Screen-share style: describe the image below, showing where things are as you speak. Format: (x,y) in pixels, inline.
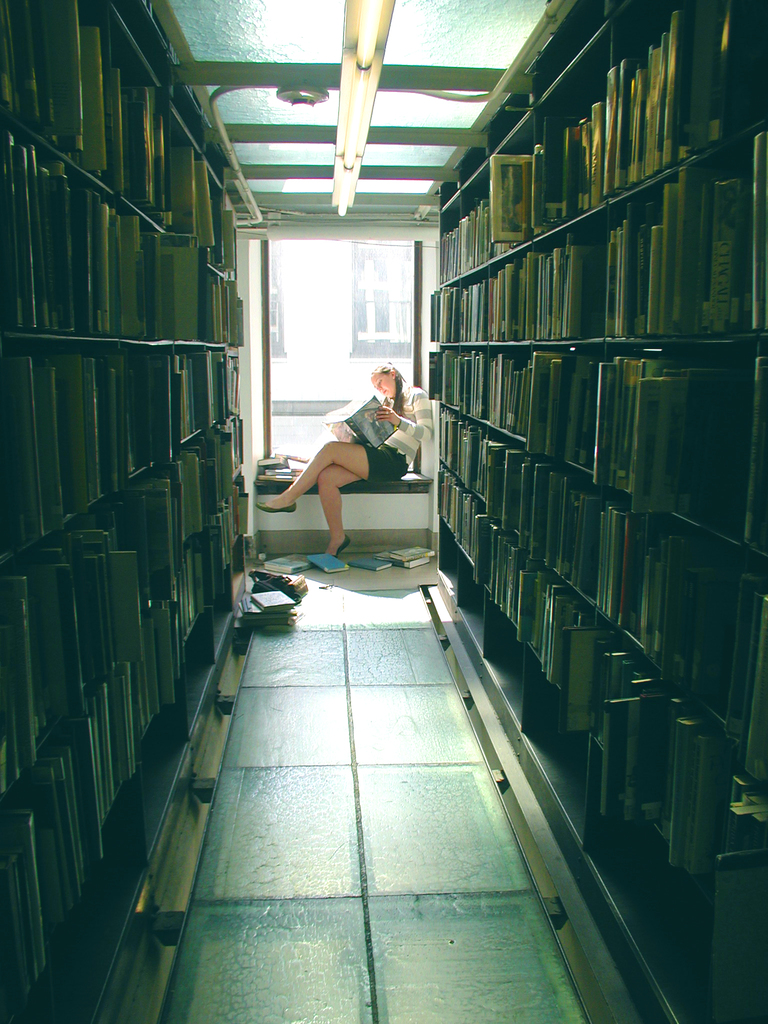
In this image I can see few books (487,492) in the racks (480,288). I can see one person (391,470) is sitting and holding the book (360,422) and I can see the window (351,367), lights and few books (423,560) on the floor (398,622).
